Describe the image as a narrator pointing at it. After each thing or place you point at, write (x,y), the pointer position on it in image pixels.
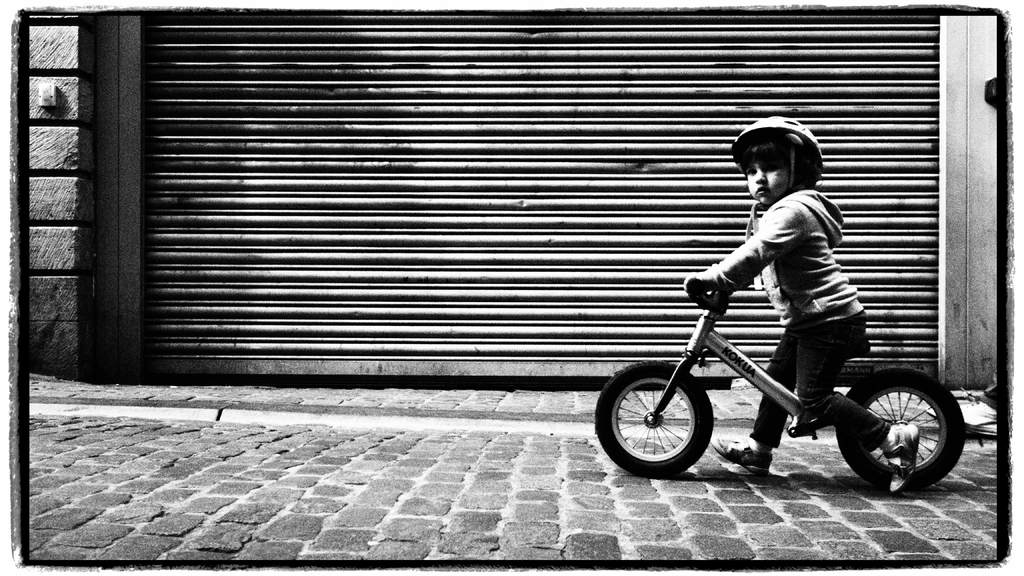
There is a boy (902,459) riding a bicycle (892,414) on the street (311,482). In the background (563,331) there is a roller shutter (215,248).
